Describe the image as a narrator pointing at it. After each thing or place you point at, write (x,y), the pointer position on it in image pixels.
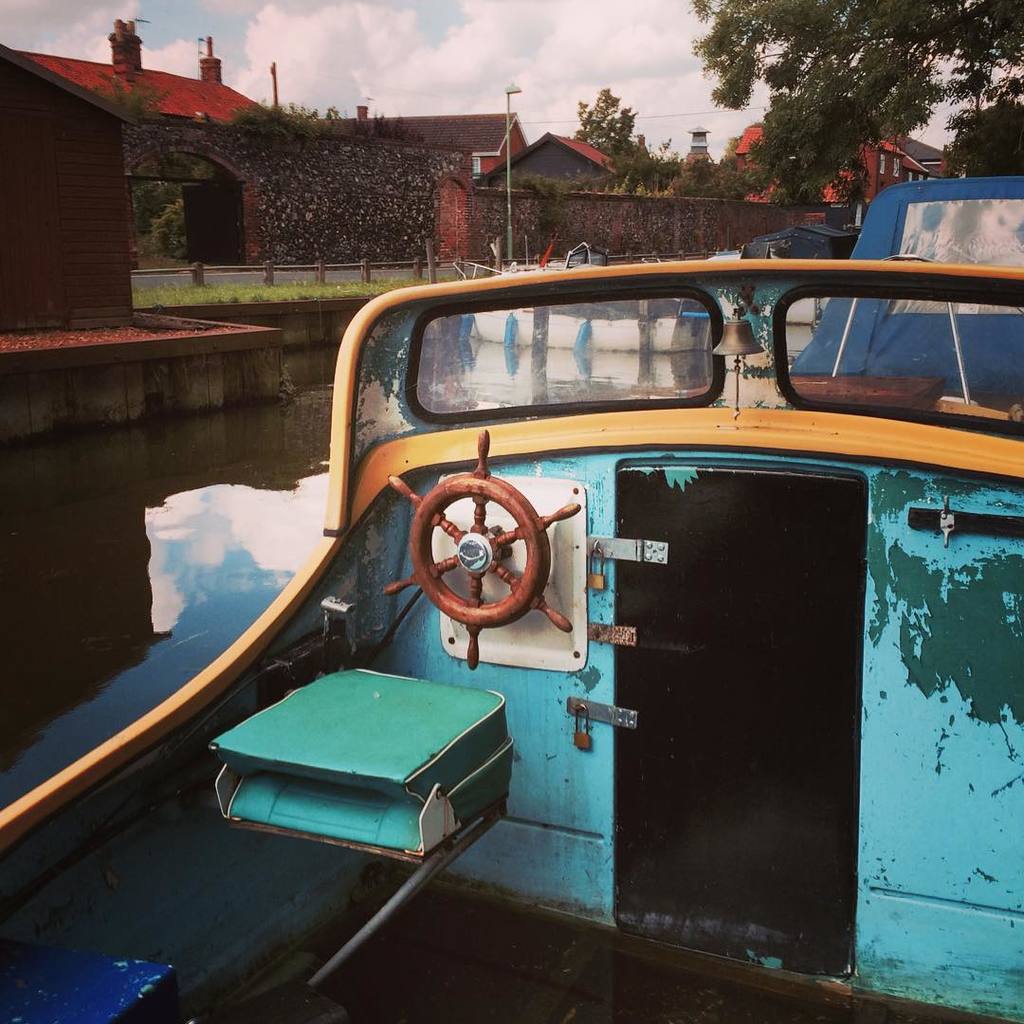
In this image I can see a boat (320,610) which is in green color and the boat (527,771) is on the water (279,490), background (711,147) I can see few buildings (838,202) in brown color, trees (841,32) in green color and the sky (381,70) is in white and blue color.
